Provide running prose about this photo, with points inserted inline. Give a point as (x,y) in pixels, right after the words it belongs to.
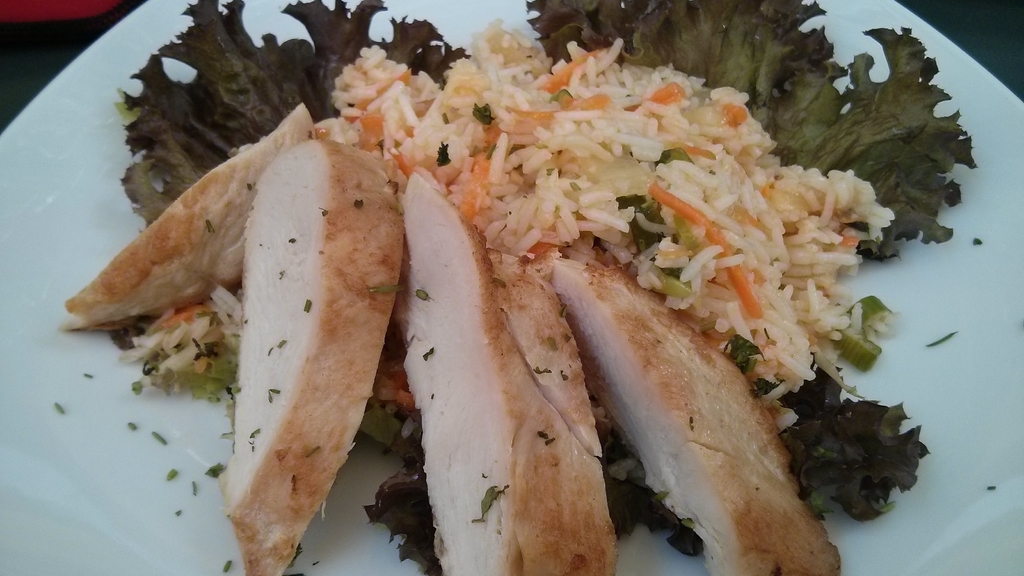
In this image there are food items (514,225) in a plate (111,136). Beside the plate (93,132) there is some object (69,12).
